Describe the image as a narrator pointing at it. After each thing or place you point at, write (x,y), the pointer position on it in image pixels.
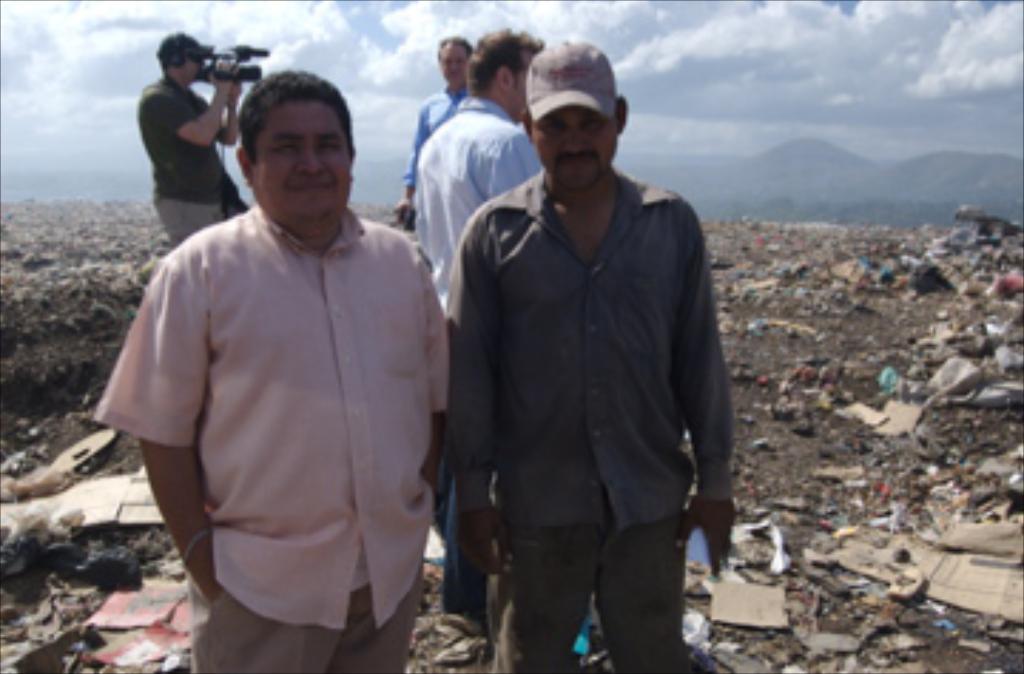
In this image we can see five persons (665,350). There is a lot of garbage (925,425) on the ground (949,493). A man (205,196) is taking a video. There are few hills (875,169) in the image. There is a cloudy sky (999,100) in the image.
